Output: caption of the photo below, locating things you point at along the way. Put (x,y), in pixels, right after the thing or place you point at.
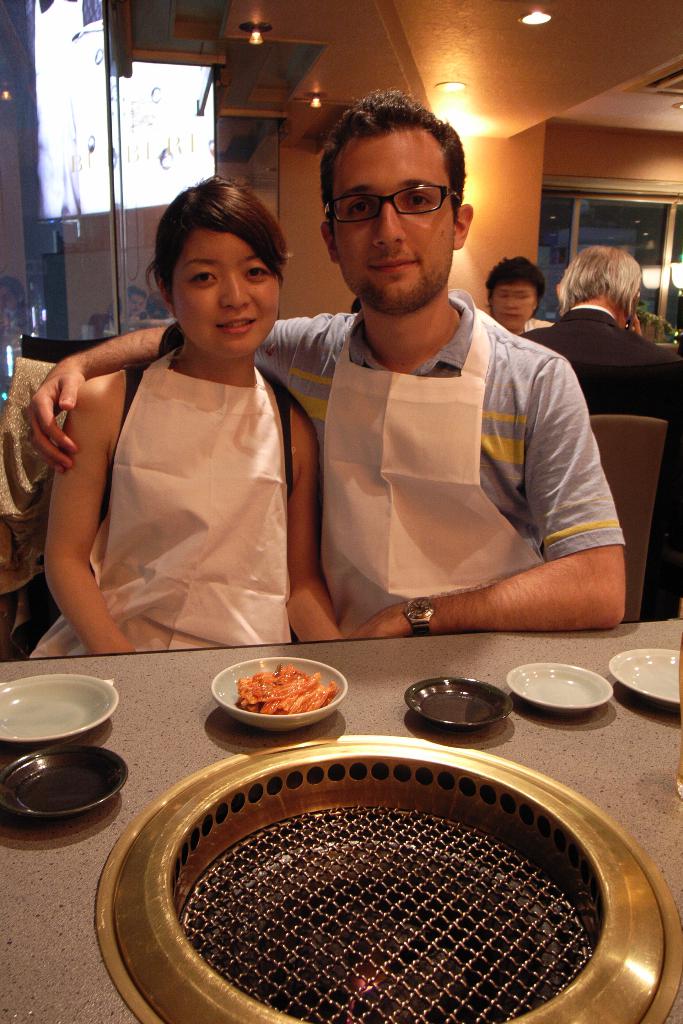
There is a couple (202,460) sitting in the chair (612,476) in front of a table (396,655) on which some food (280,680) and bowls (441,715) were placed. The man (358,241) is wearing a spectacles (427,212). In the background (471,118) there is a light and some people (515,259) were sitting. We can observe some windows (603,220) here.
